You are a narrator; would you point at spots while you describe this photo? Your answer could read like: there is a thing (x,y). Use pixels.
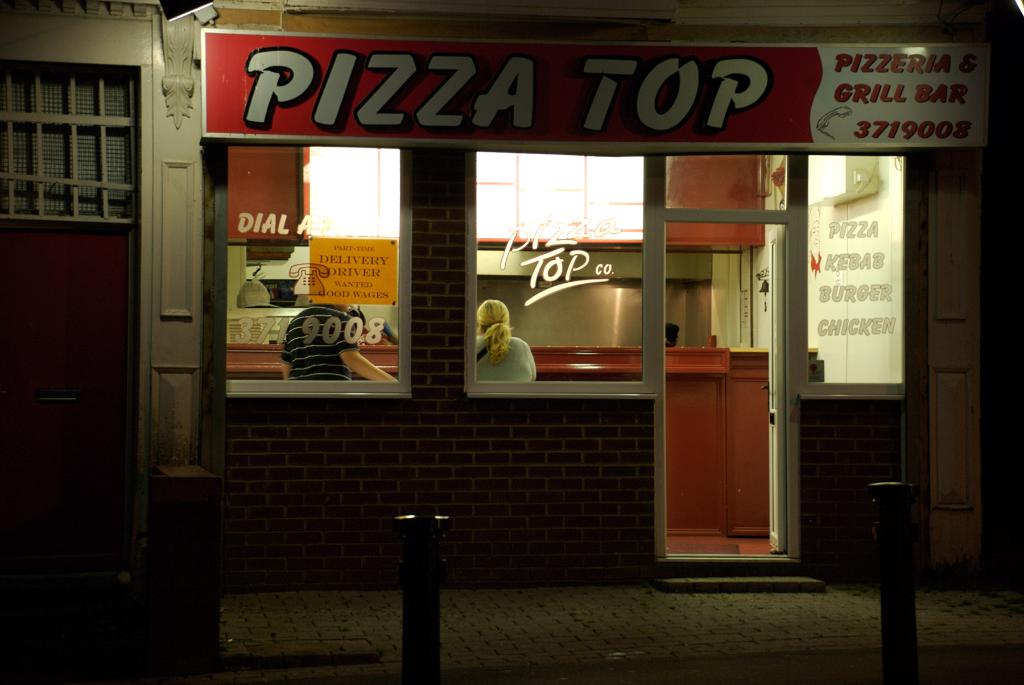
In this image two persons (479,361) are in a shop (592,178). They are having a desk (613,366) before them. There are few poles (885,568) on the pavement (226,654). Top of image (214,21) there is a light (203,13) attached to the wall (130,28).
